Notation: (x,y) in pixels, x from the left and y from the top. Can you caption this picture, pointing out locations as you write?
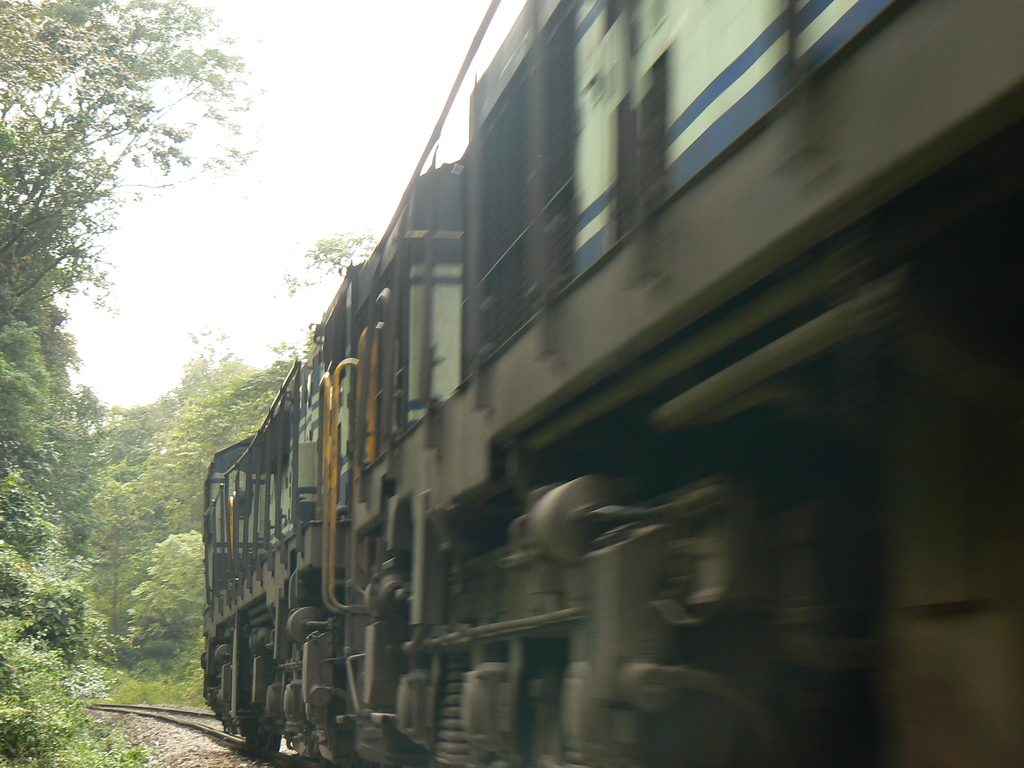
In this picture there is a train (361,488) on the railway track (212,728). At the bottom (195,748) we can see stones (183,753). In the background (168,467) we can see many trees (180,414). In the bottom left corner (56,711) we can see plants (39,738) and grass (87,754). At the top (368,28) there is a sky (348,43).
